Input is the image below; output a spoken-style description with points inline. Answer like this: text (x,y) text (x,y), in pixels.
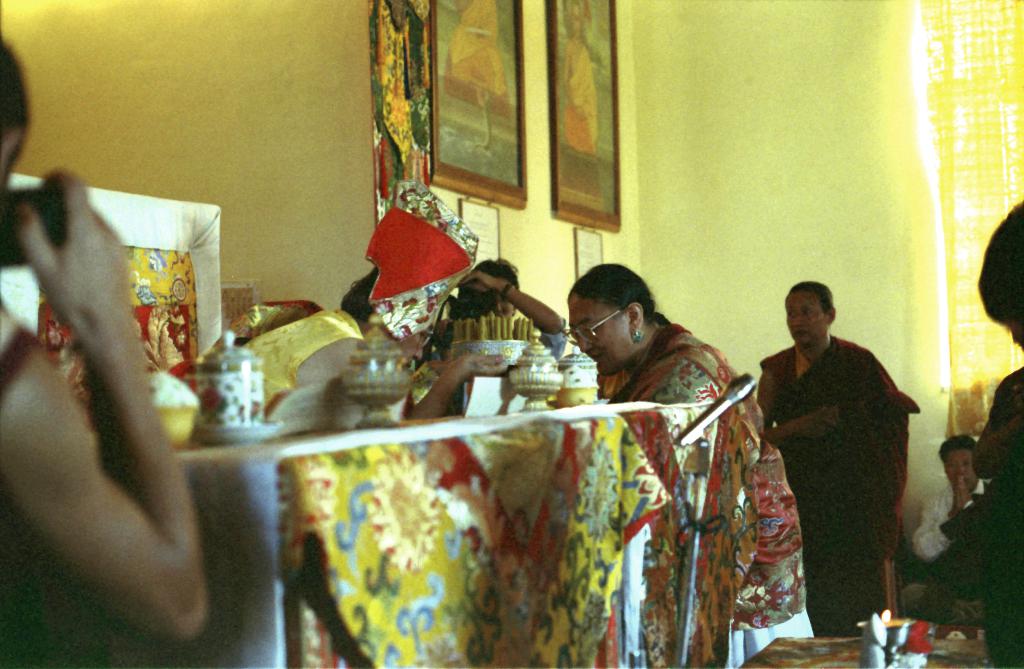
There are few people (864,369) standing. I think this is a table (437,438) covered with a cloth (345,516). I can see few objects (400,393) placed on the table (245,460). These are the photo frames (510,121), which are attached to the wall (355,87). This is a mike (708,413), which is attached to a mike stand (695,517). On the left corner of the image (80,499), I can see a person (56,247) holding an object (11,245) in his hand (83,233).
